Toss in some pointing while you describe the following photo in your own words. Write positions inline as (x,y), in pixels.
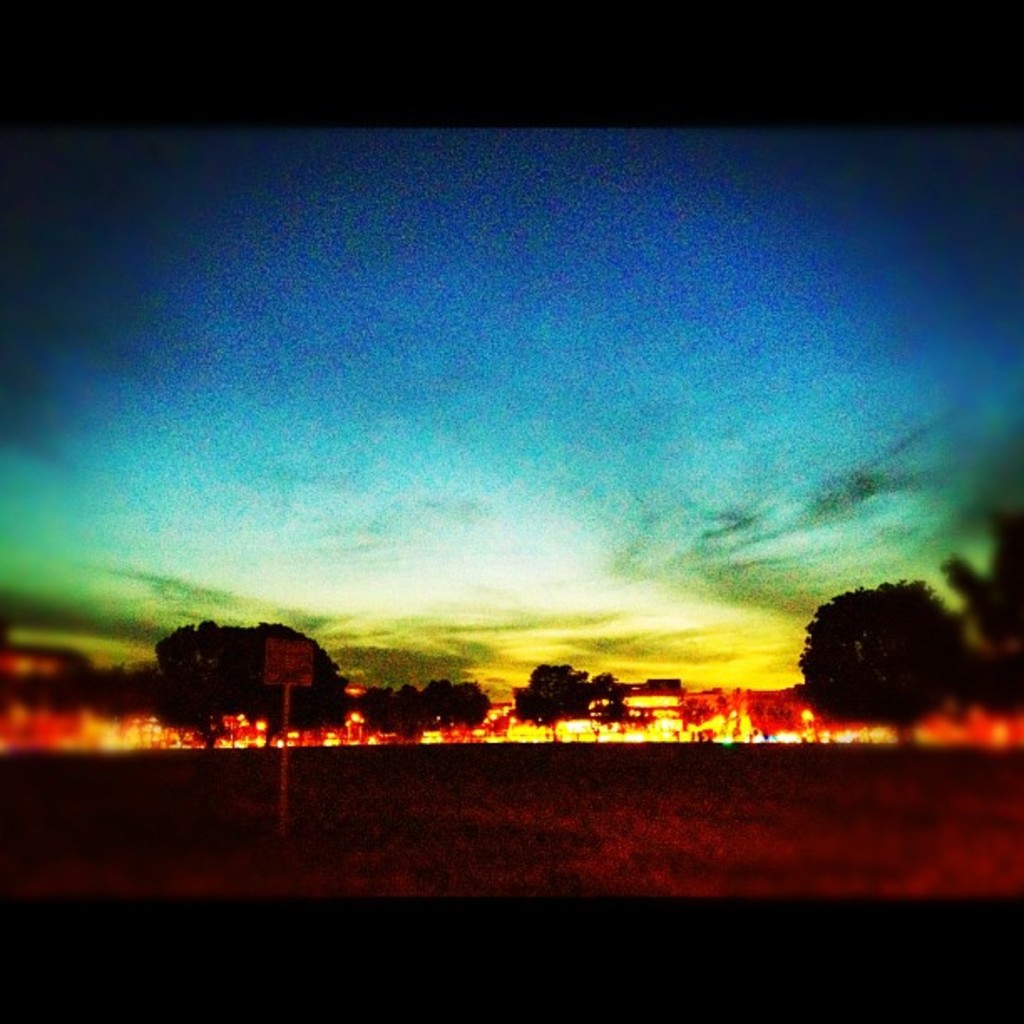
This image is taken outdoors. This is an edited image. In the background (433,687) there are a few trees (543,701). At the top of the image (515,294) there is a sky (598,468) with clouds (724,535).
